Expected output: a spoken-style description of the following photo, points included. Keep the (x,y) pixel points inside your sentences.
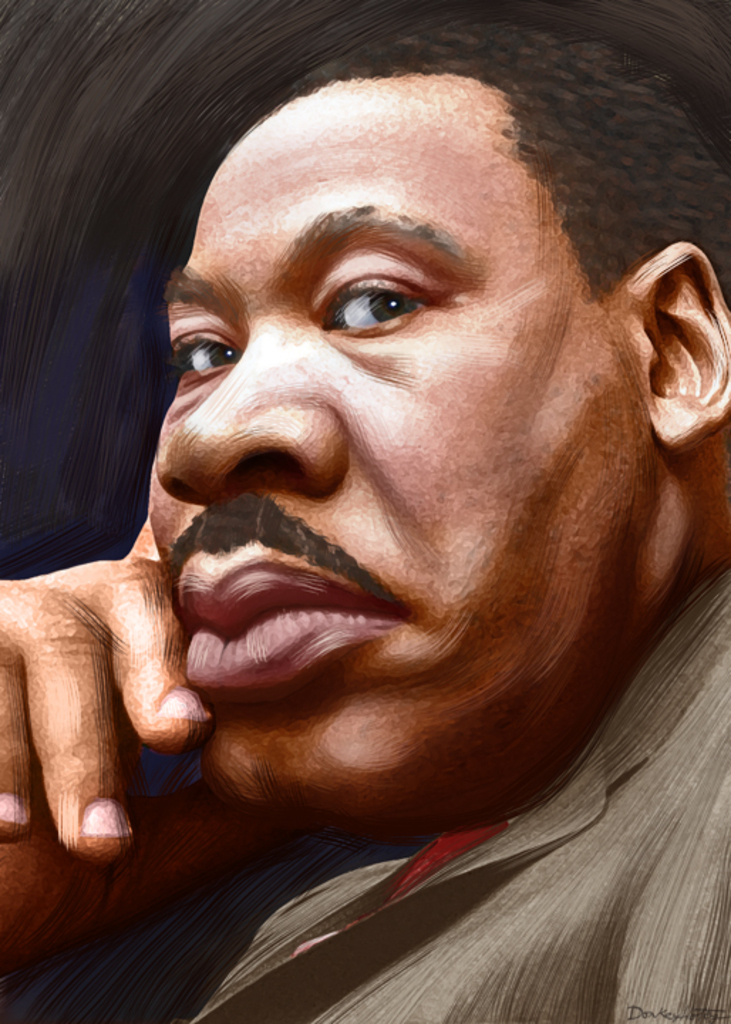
In this image there is a painting (371,771) of a man (469,607).
